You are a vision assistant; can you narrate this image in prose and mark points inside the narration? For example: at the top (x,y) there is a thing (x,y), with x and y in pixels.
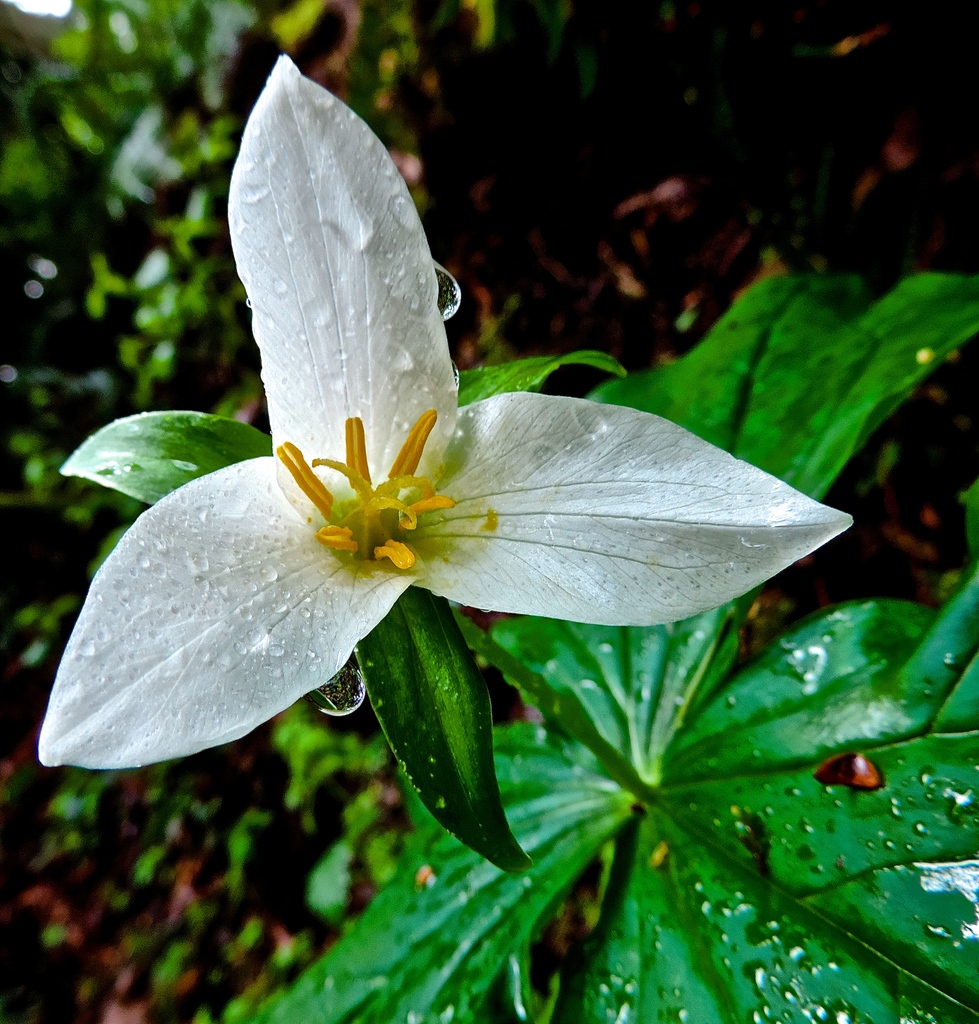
In this image we can see one plant (365,443) with one white flower (340,342), some plants (79,71) and dried leaves (665,193) on the ground (716,154) in the background (110,999). The background (766,8) is dark.
